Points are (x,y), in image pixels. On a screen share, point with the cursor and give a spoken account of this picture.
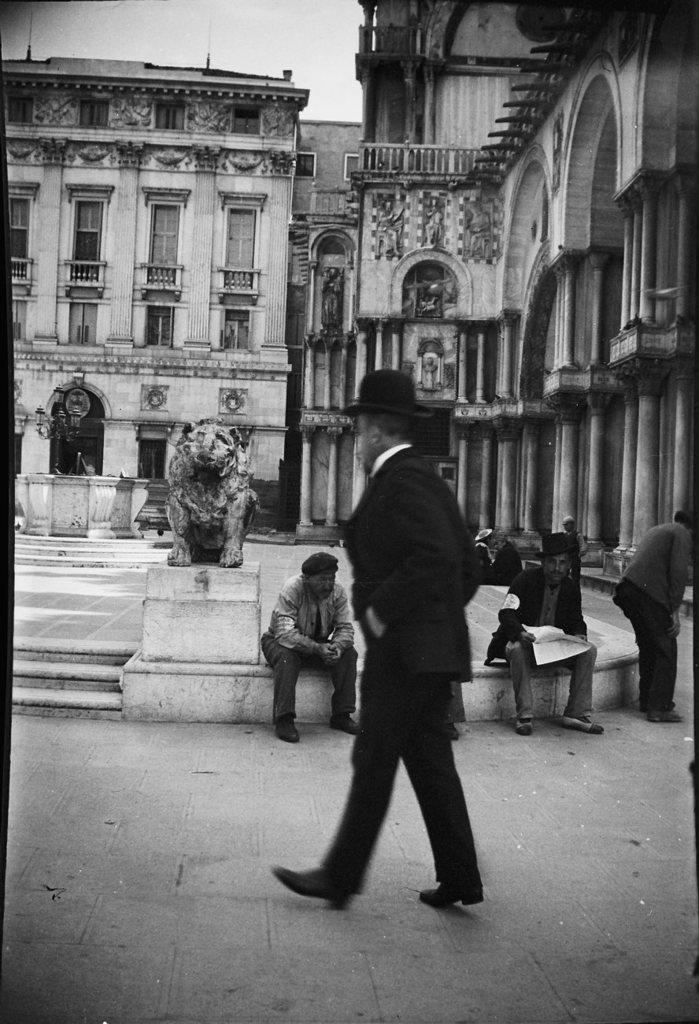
In the center of the image (393,501) we can see a man (389,707) walking. In the background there are people (518,626) sitting. There is a statue (240,542) and we can see buildings (383,268). At the top (277,69) there is sky (181,25).
